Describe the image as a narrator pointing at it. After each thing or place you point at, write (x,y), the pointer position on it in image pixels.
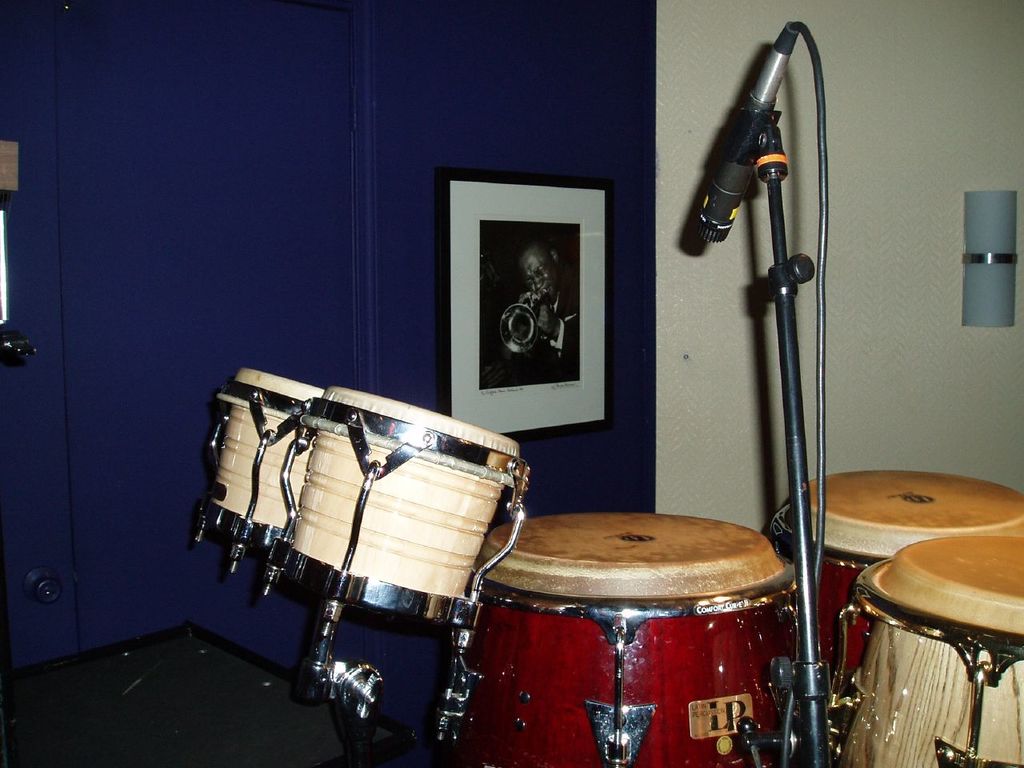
In the picture I can see a microphone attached to a microphone stand (787,279). I can also see musical drums (518,519), walls (596,508) which has photos (476,184) and some other objects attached to them.
